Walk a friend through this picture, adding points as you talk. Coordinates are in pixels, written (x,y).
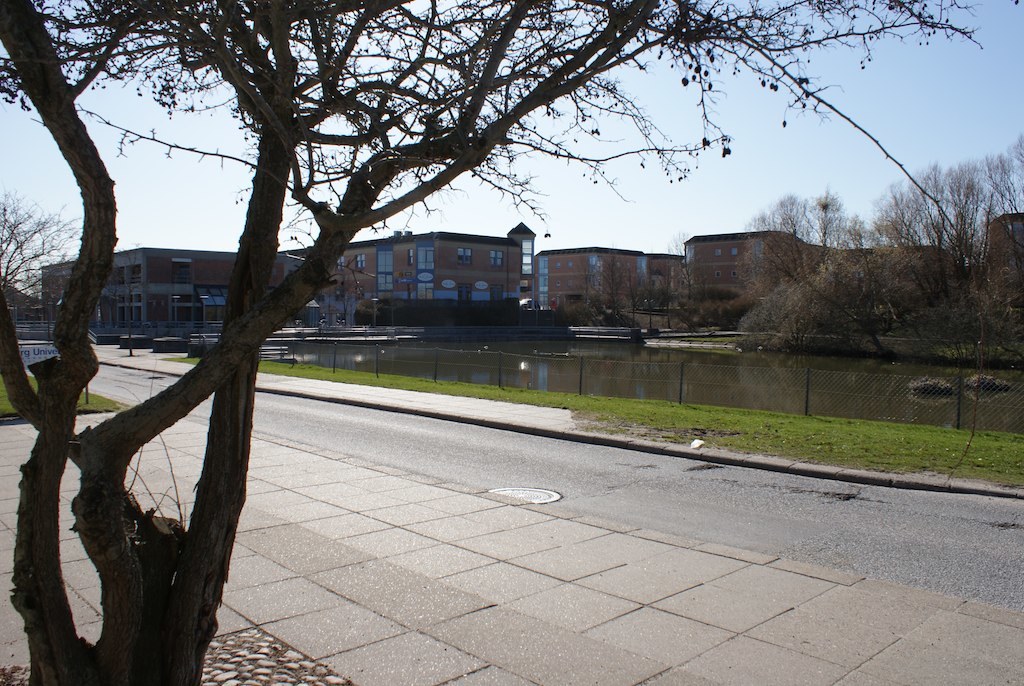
Here we can see trees (61,373), mesh (675,384), water (637,378), buildings (702,282) and grass (754,428). To that buildings (211,261) there are windows (388,268). Background (666,144) there is a sky (343,155).
